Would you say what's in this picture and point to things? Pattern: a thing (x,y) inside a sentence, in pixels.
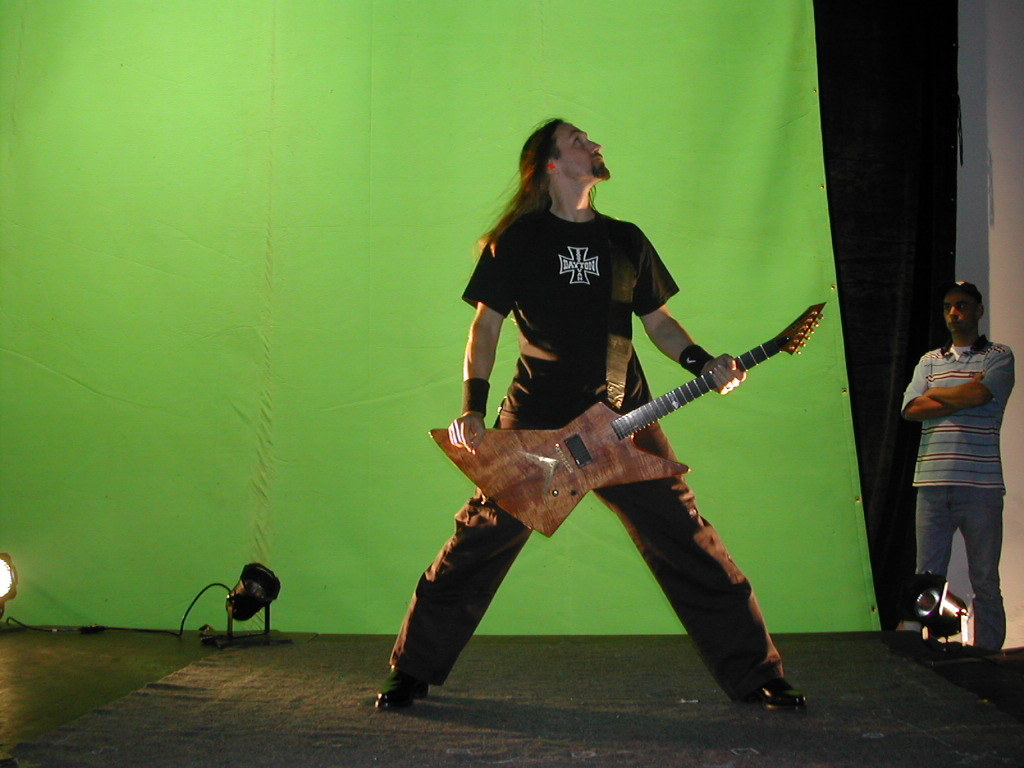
This picture shows a Man (790,692) Standing and holding a guitar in his hand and we see a other man (923,495) standing on the back (1000,642).
